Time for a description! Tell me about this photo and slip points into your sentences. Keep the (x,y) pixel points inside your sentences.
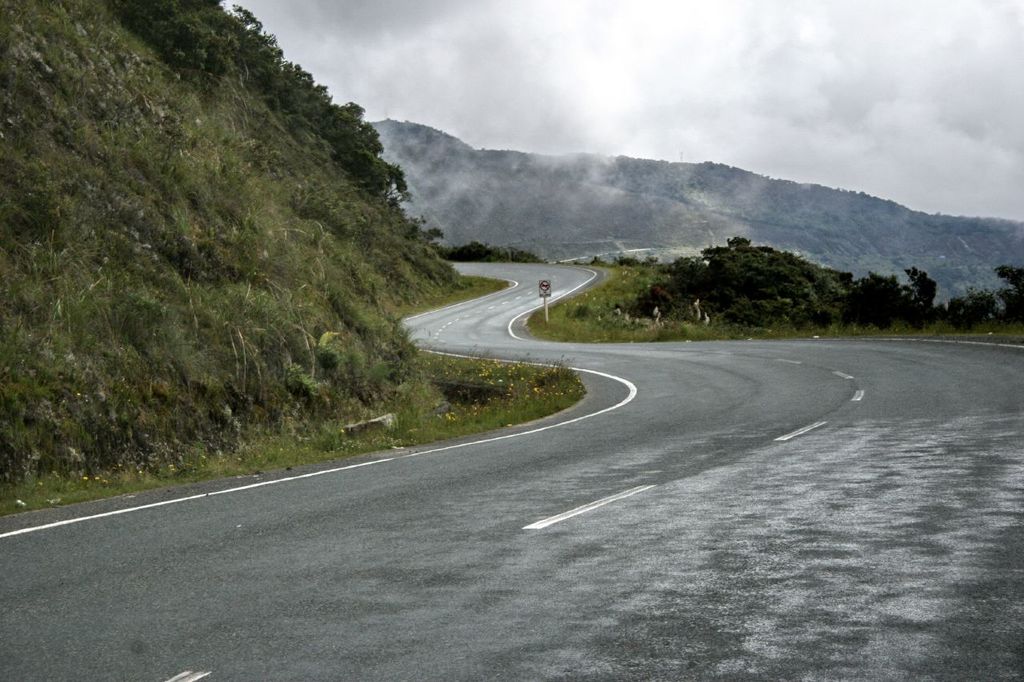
In this image at the bottom (545,525) there is a road (417,557), and on the right side (910,293) and left side (325,331) there are trees (916,280), grass (224,346), plants (175,347) and mountains (182,347) and there is a pole (546,297) and board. In the background (577,207) there are mountains (815,219) and fog (425,165), at the top (798,89) the sky (721,122) is cloudy.
